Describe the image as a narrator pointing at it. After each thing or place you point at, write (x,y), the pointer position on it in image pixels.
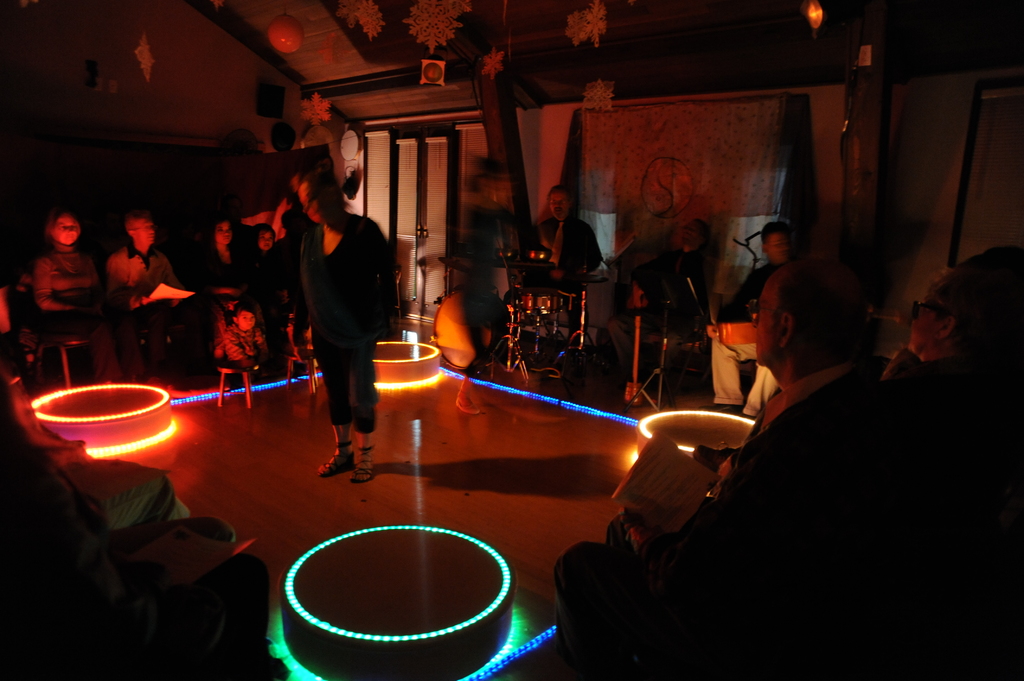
In the center of the image (388,245) there is a woman (325,168) standing. There are people (736,404) sitting in the background of the image (56,299). There is a wall (194,117). There is a rooftop (970,41) at the top of the image (384,11). There are people (773,271) playing musical instruments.
